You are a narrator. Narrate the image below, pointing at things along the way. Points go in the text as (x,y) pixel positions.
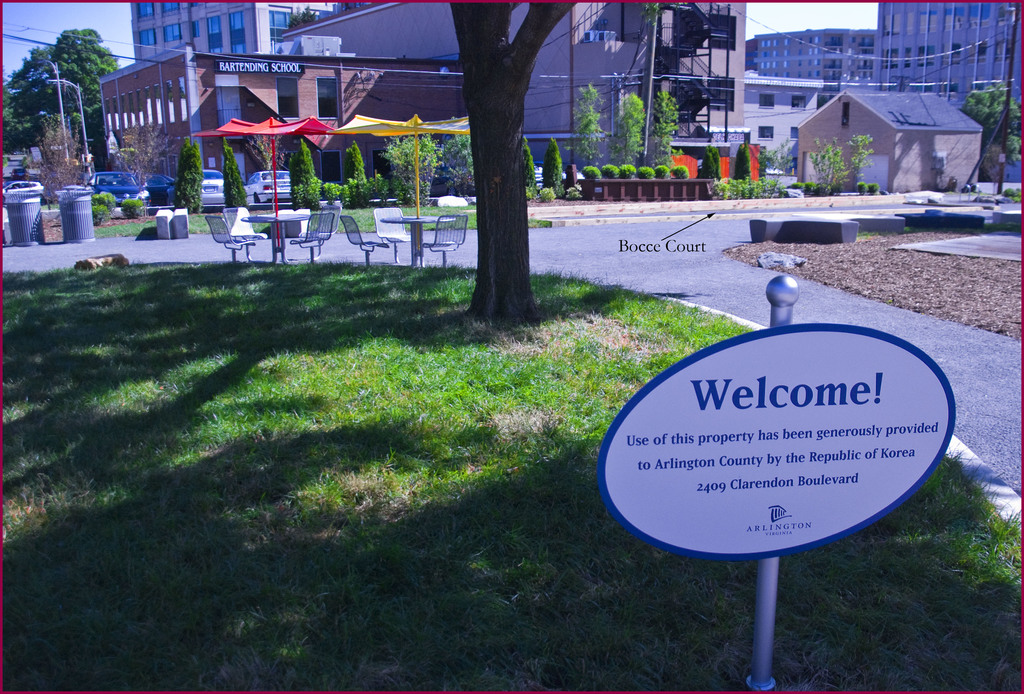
In the center of the image (514,265) we can see trees (455,151), tents (276,176), cars (256,190), bushes (397,170), chairs (312,213), tables (273,228), bins (30,200), electric light poles (1010,70) are there. At the bottom of the image (523,478) we can board (775,403), grass (415,356), road (800,289) are present. At the top of the image (130,51) there is a sky (116,25).
